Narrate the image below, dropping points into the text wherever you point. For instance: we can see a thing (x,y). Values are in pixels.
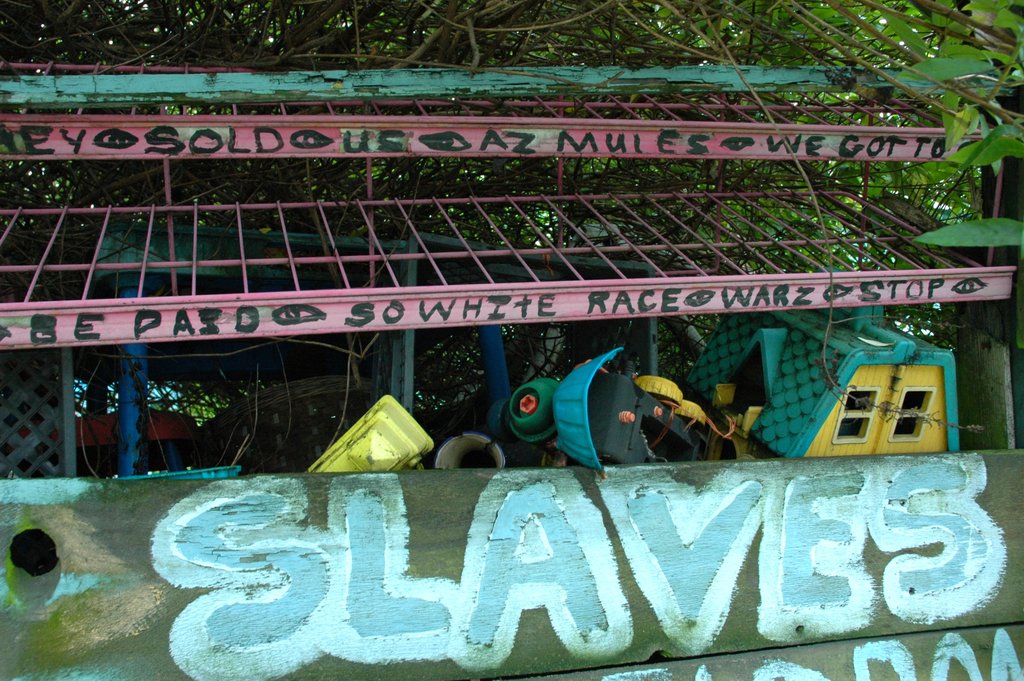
At the bottom of the picture (512,560), we see a wooden board (552,578) with some text (602,611) written on it. Behind that, we see toys (643,396) which are in yellow, blue and green color. At the top (411,220), we see a pink color thing (458,308) which looks like the roof (520,308) of the shed (520,252). There are trees (919,59) in the background (561,29).
